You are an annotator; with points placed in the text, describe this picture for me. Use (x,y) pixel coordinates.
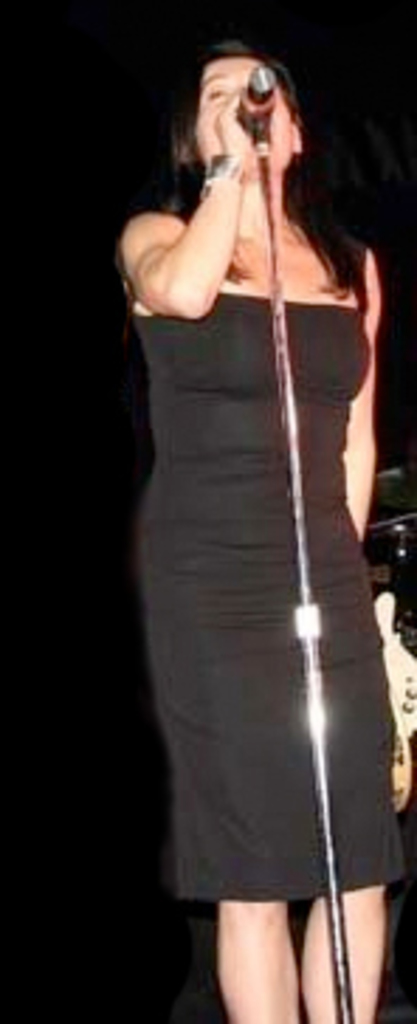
The women (262,459) wearing black dress (293,525) is standing and singing in front of a mic (251,125).
